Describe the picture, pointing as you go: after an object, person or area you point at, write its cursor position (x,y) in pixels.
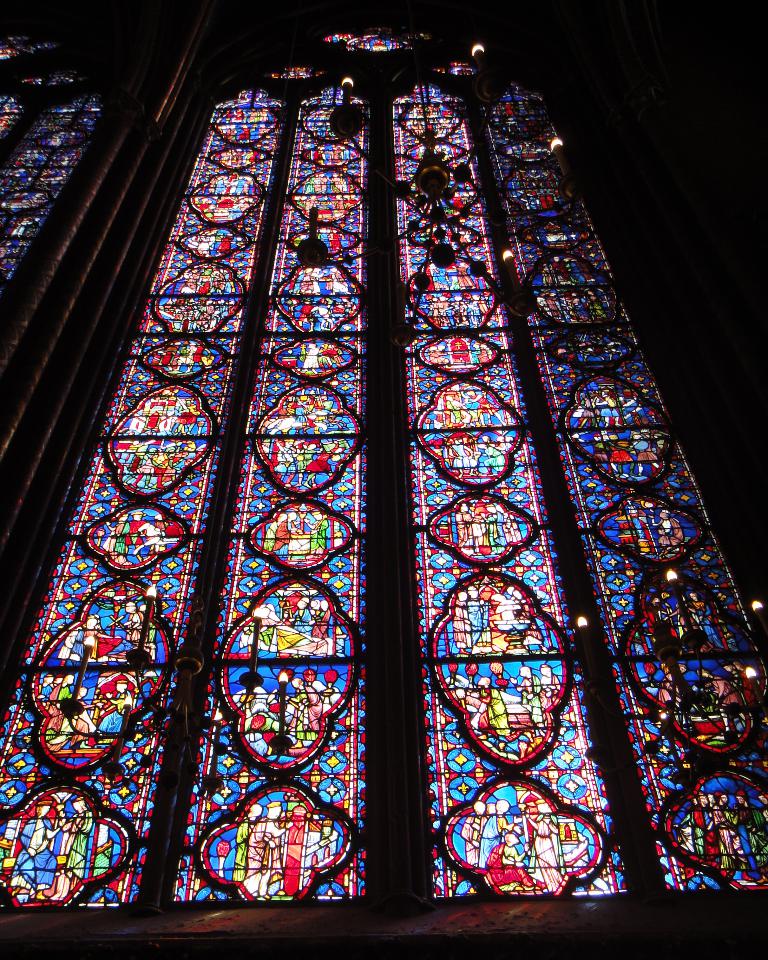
In this image there is a wall (20,499) having windows (355,548). The windows (355,682) are painted with pictures (118,834). A chandelier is hanging from the roof (496,7).
